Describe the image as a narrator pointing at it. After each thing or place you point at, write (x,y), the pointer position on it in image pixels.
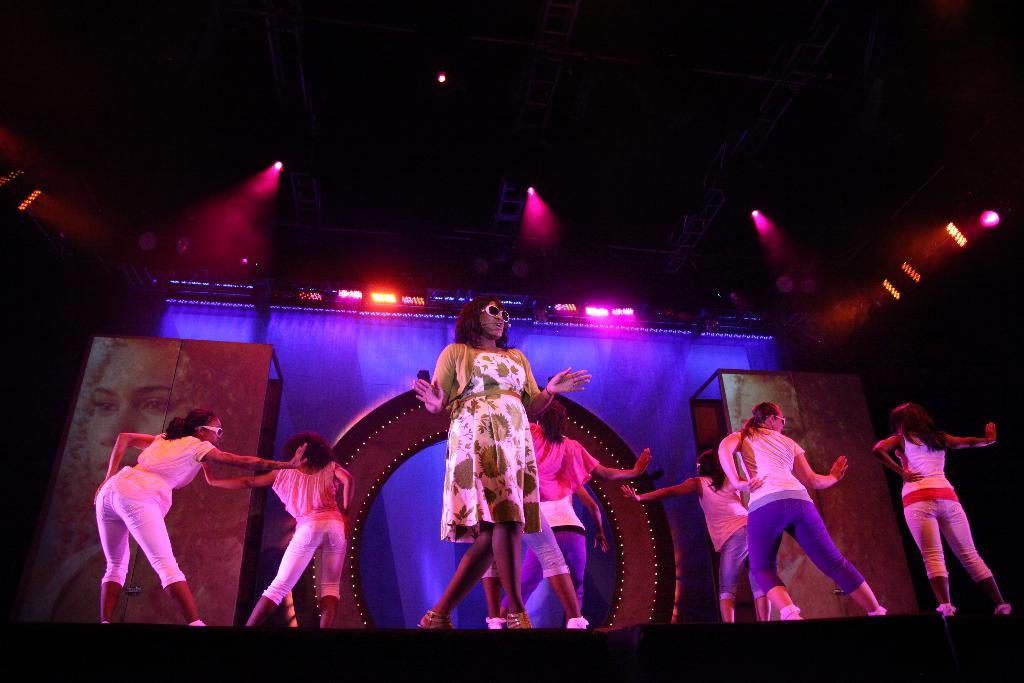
This image is clicked on stage (193,658), there is a girl (473,408) in the front (469,430) wearing a white and yellow color frock (500,438) singing and walking, behind her there are many girls (530,552) dancing and there are colorful lights (270,182) on the ceiling (773,279) and on the wall (615,397) there is banner (221,374) and cloth (583,350).
